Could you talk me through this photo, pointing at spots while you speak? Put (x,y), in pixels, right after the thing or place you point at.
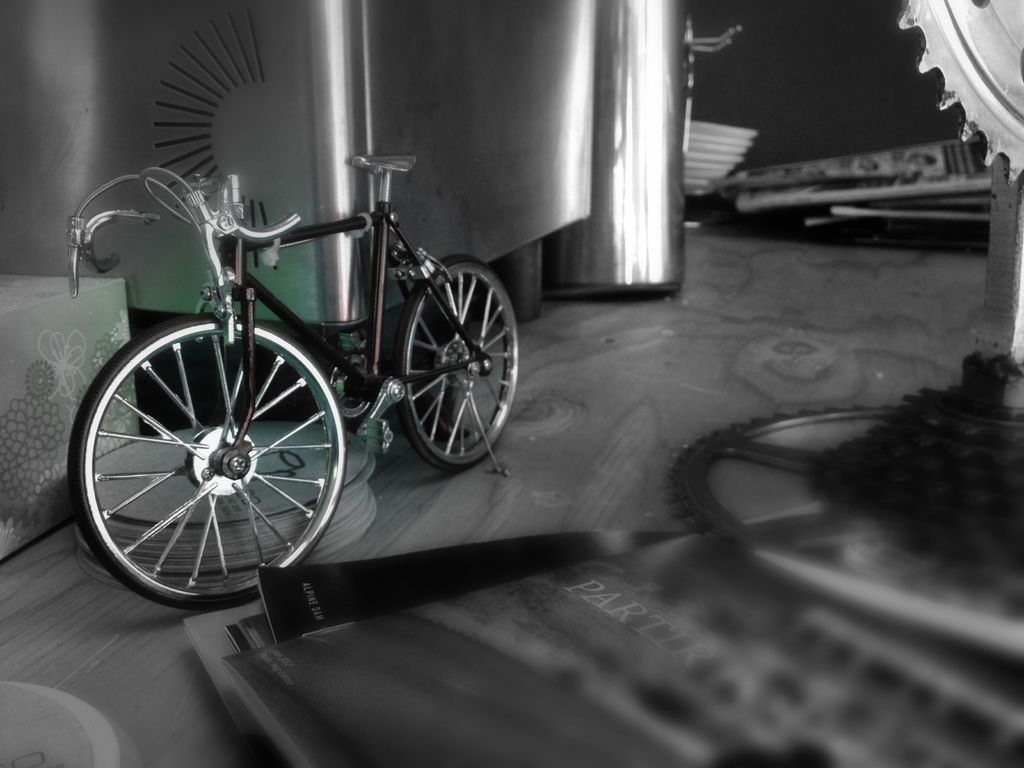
In this image I can see the bicycle (279,366), few books (356,603), wheels (900,405) and few objects (609,194) in silver color.
